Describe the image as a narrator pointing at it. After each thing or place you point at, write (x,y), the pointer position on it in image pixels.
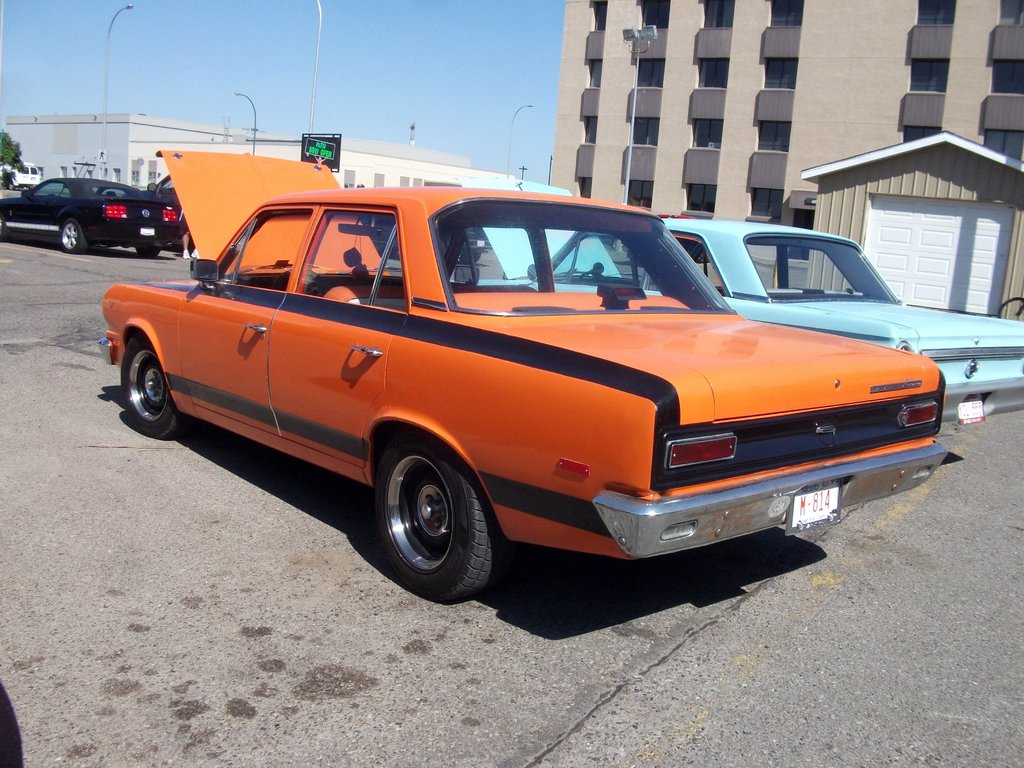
In this image we can see some cars (397,311) which are parked on road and in the background of the image (325,81) there are some buildings (640,200), clear sky (44,86).
